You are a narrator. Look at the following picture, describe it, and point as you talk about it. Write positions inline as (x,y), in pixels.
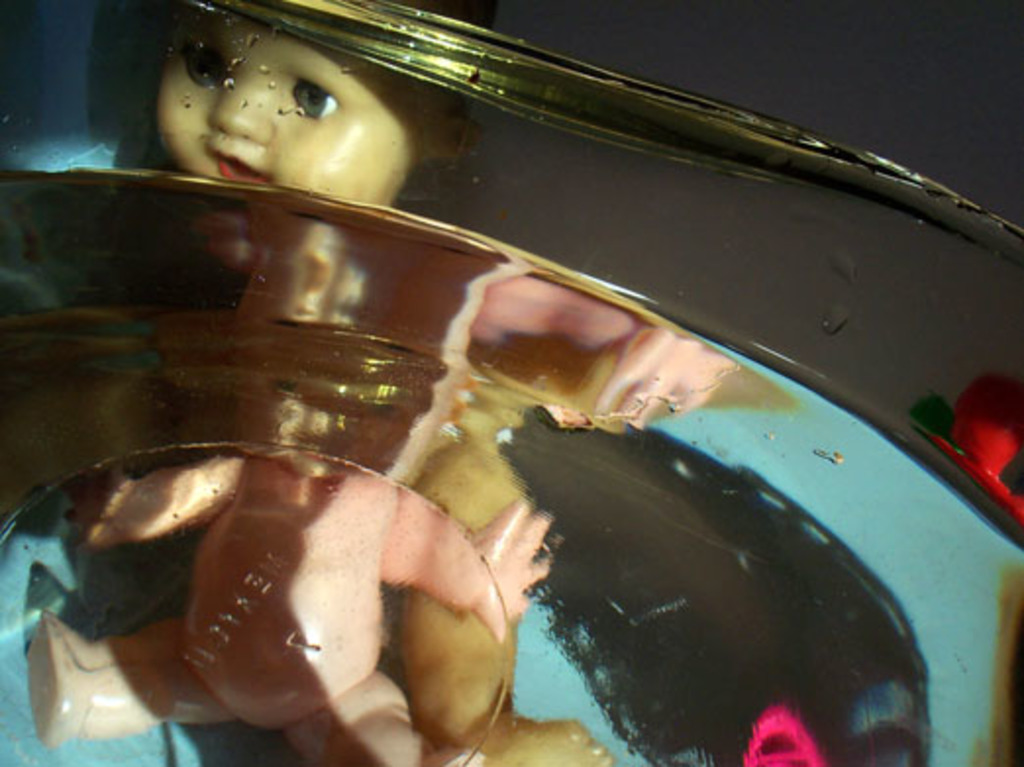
In this image there is a doll (392,514) behind a glass material (616,386).
